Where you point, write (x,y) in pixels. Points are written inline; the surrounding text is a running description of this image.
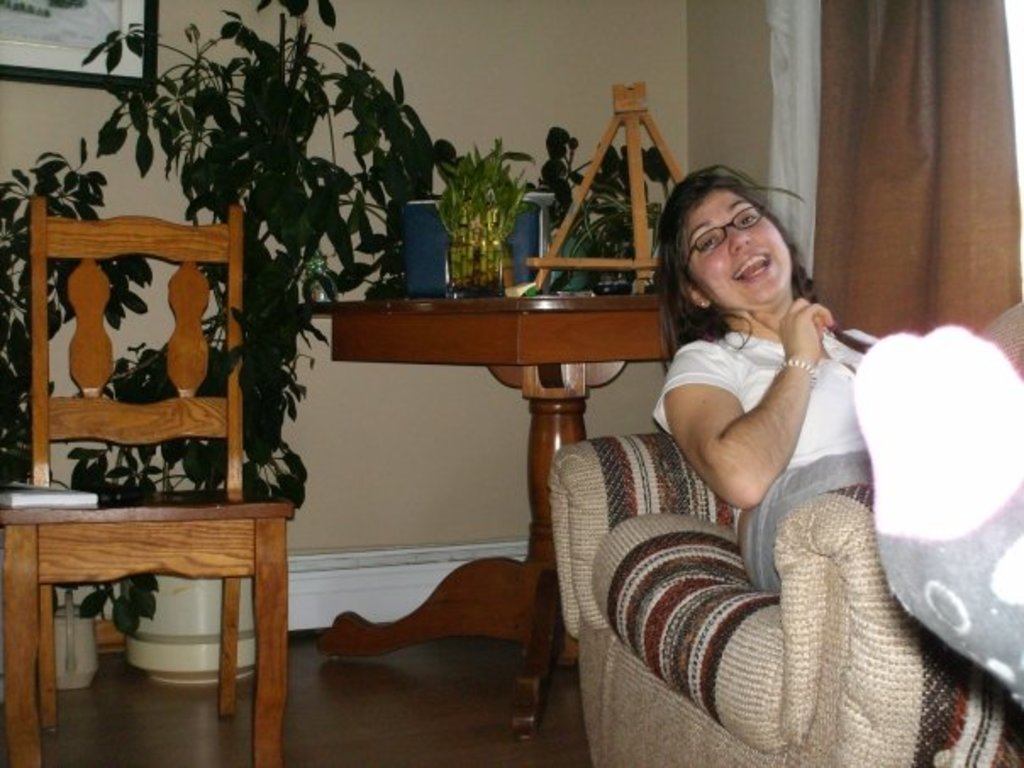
This Image is clicked in a room (434,411). There is a chair (25,602) on the left side (189,522), on that there is a book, behind that there is a plant (353,227) on the table (453,350). There is a photo frame (80,64) on the left side (80,63) top corner. There is a sofa (944,681) on the right side (908,621), on which a woman (950,555) is sitting. She is laughing. There is curtain (822,21) on the right side (882,230) top corner.
